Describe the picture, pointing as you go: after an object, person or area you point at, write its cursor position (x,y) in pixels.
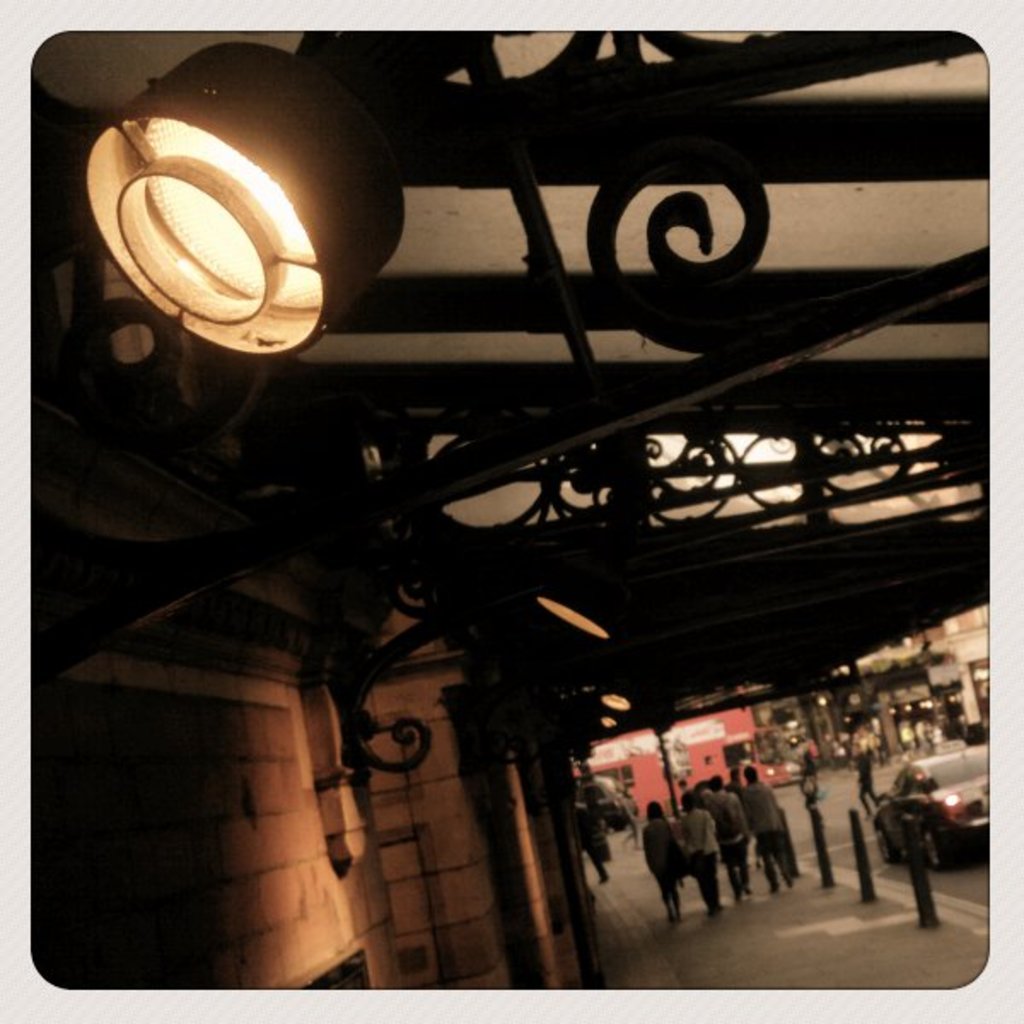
At the top of the image (265,87) we can see light (307,302) and rods (606,68). There are people (585,817) and we can see wall (345,945), poles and car (928,834) on the road (970,894). In the background of the image (948,714) it is not clear.
